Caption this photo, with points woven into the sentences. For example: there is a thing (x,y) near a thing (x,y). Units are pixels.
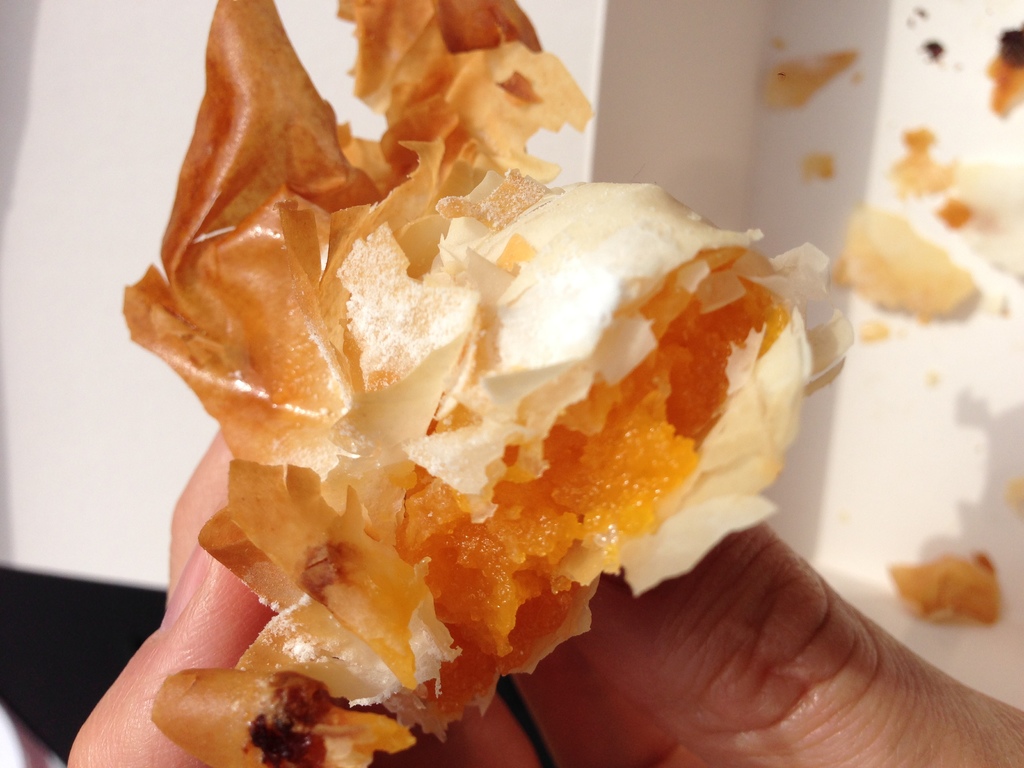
In this image there are fingers (673,671) of a hand (646,687). The fingers (619,679) are holding a food (517,344). In the background (599,34) there is a box (785,145).
